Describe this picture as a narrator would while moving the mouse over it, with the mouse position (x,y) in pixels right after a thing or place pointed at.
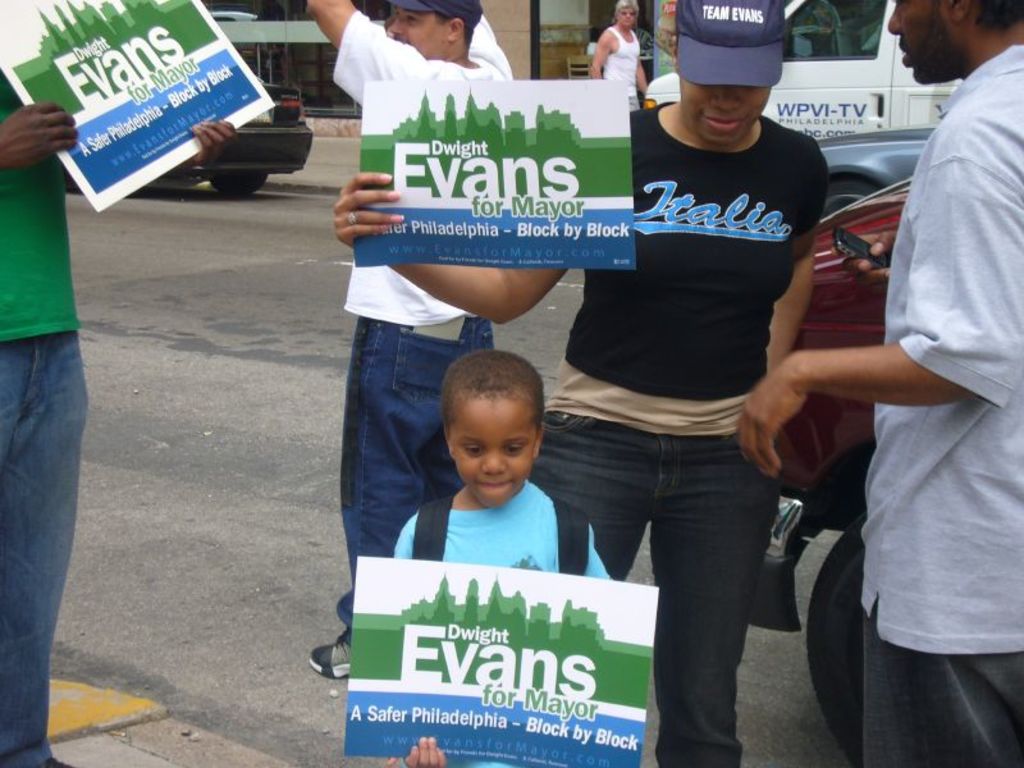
In this image I can see there are four persons (916,174) standing on the road (100,539) and they are holding some hoarding boards (165,14) and at the bottom (446,537) I can see a children (448,524) holding a hoarding board (564,585) in the middle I can see the vehicles (893,109) and persons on the road (180,294).
